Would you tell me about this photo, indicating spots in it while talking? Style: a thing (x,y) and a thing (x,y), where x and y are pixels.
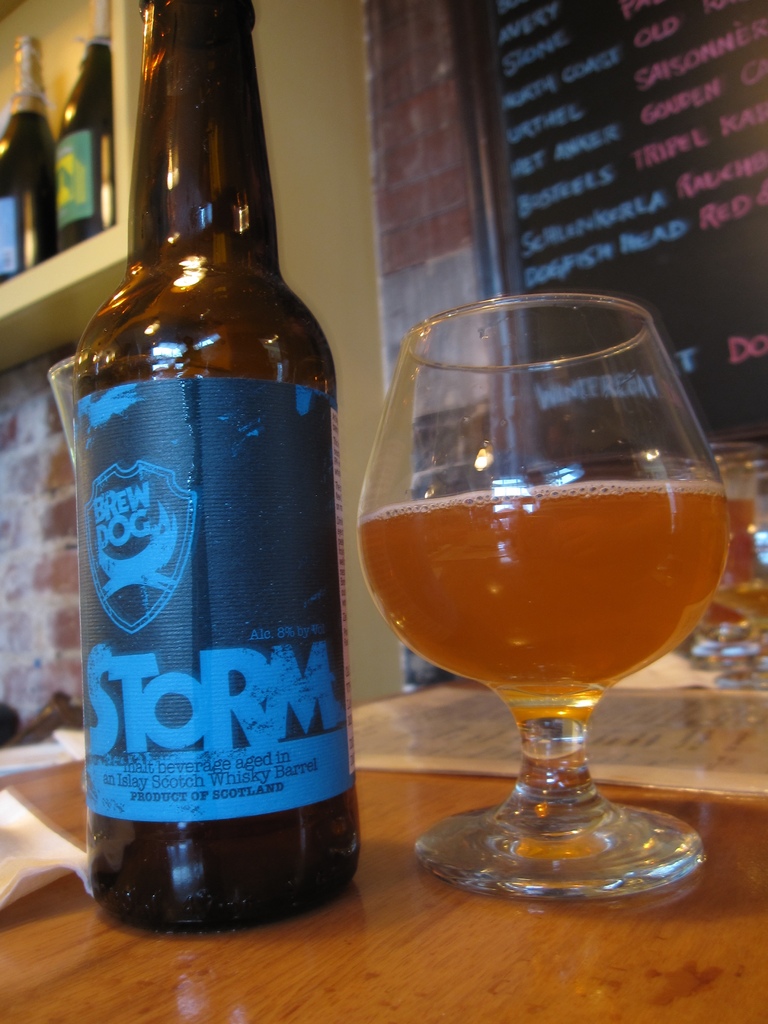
In the picture there is a beer bottle (232,393) and beside the bottle (284,618) there is a glass (567,452) and some drink (579,548) in that glass (472,555), both of them are placed on the table (187,951), in the background (619,285) there is a black color board (627,218) on which something is written.
